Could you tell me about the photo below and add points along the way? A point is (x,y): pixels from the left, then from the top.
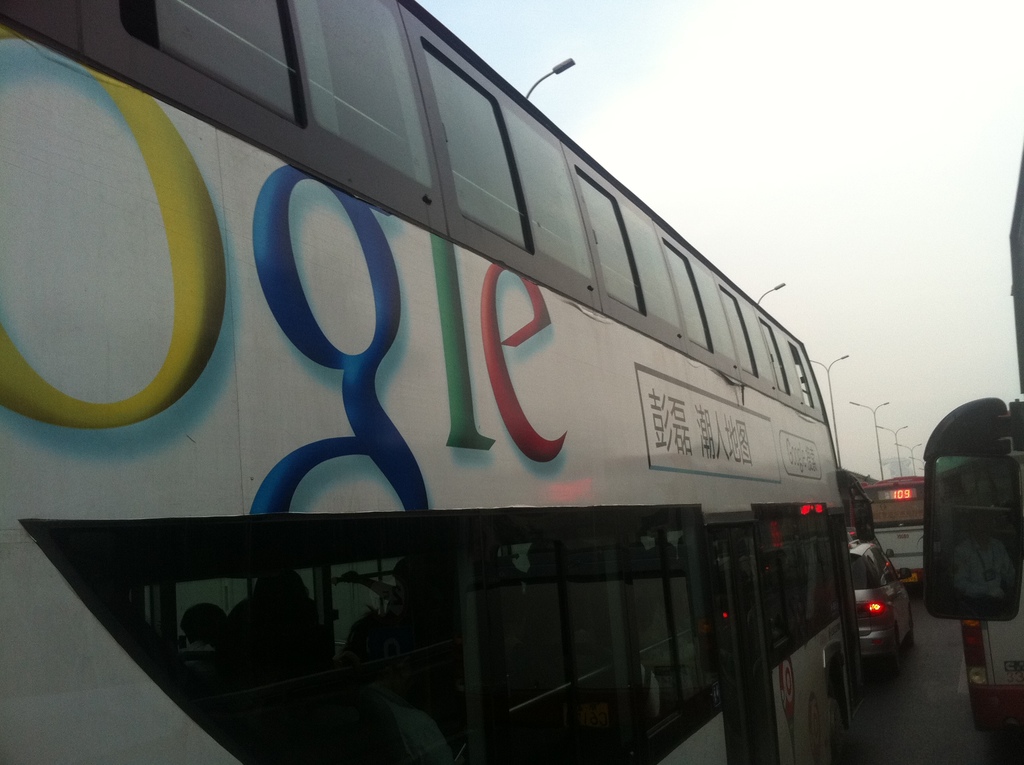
In this image I can see number of vehicles (724,525) in the front (861,527). In the background (557,114) I can see number of poles (836,447), street lights (832,399) and the sky (849,160). In the front (753,395) I can see something is written on the bus (380,400).
